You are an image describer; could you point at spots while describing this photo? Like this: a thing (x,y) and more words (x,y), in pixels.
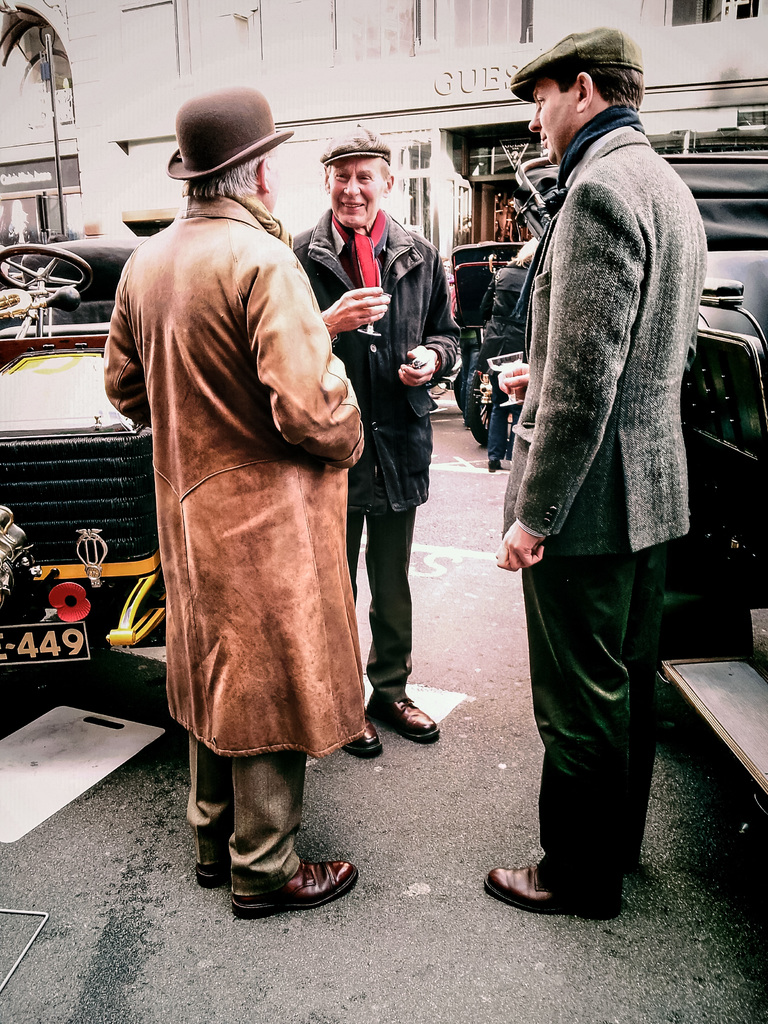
As we can see in the image there are few people (352,399) here and there, vehicles (52,479) and buildings (329,112).
